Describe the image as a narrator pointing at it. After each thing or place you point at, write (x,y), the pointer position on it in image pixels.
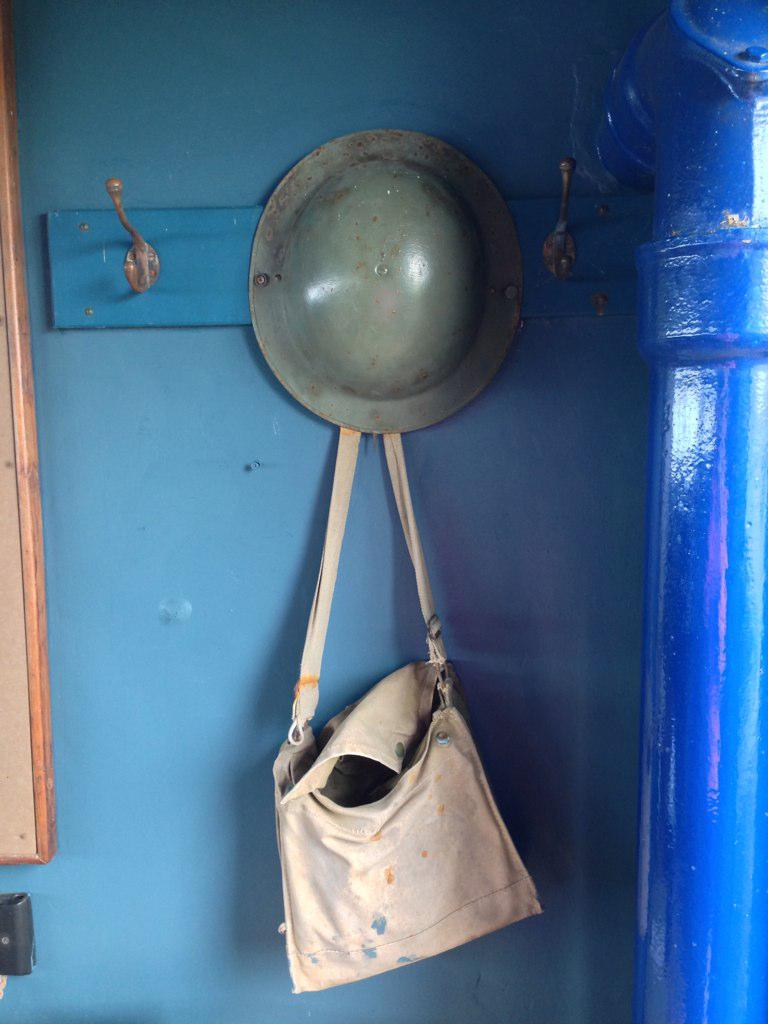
On hanger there is a hat (394,353) and bag (425,816).
